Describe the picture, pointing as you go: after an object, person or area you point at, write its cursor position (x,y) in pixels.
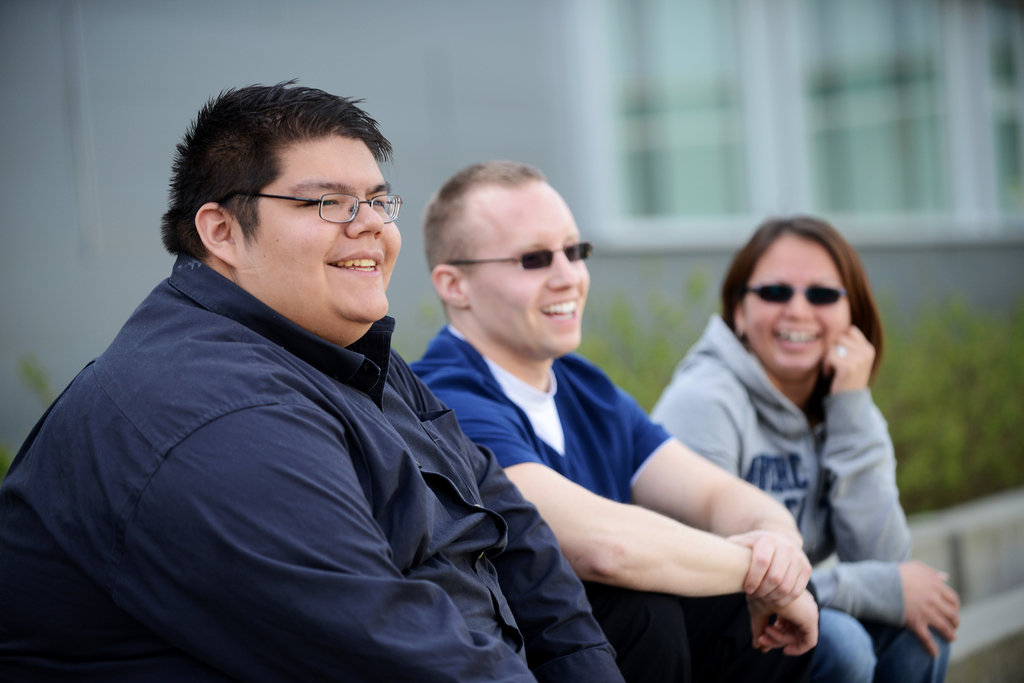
This picture is clicked outside. In the center (580,402) we can see the group of persons (464,424) sitting. In the background (875,208) we can see the wall (535,62) and windows (643,43) of the house (230,70) and we can see the plants (931,398) and some other objects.
